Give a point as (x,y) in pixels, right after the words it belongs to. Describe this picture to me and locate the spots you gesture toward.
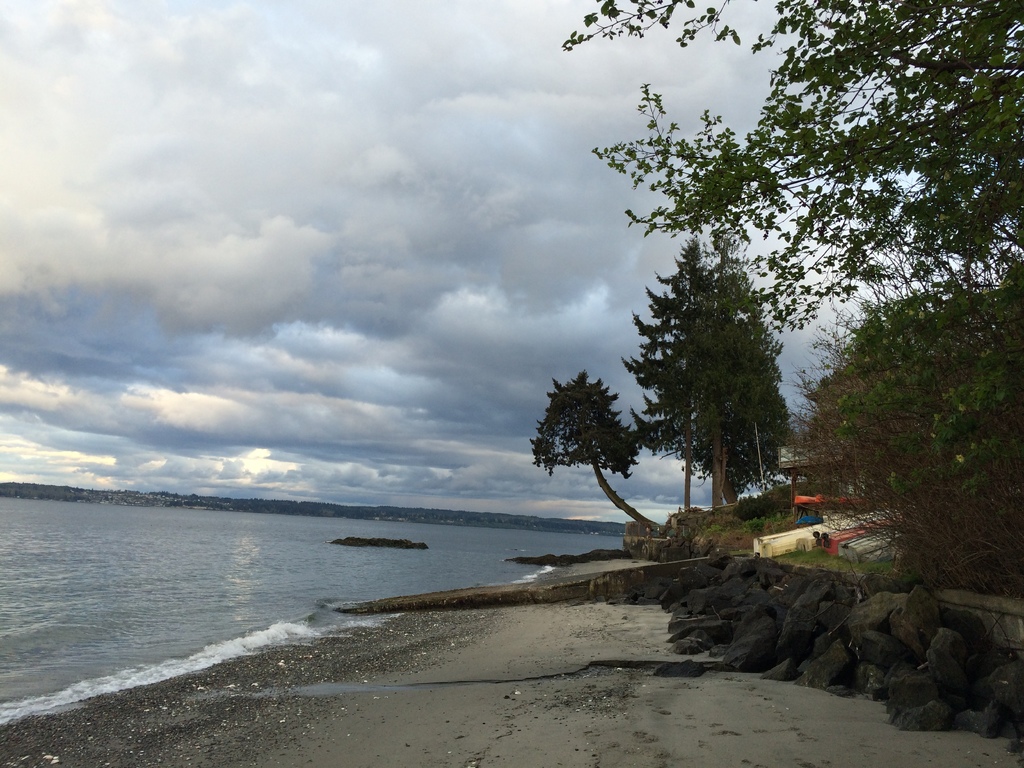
This image is taken outdoors. At the top of the image (330,242) there is a sky (395,386) with clouds (256,200). At the bottom of the image (471,720) there is a ground (502,700). On the left side of the image (174,556) there is a sea (157,595). On the right side of the image (842,452) there are a few trees (801,436) and plants (953,553) on the ground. There are a few rocks (825,654).
